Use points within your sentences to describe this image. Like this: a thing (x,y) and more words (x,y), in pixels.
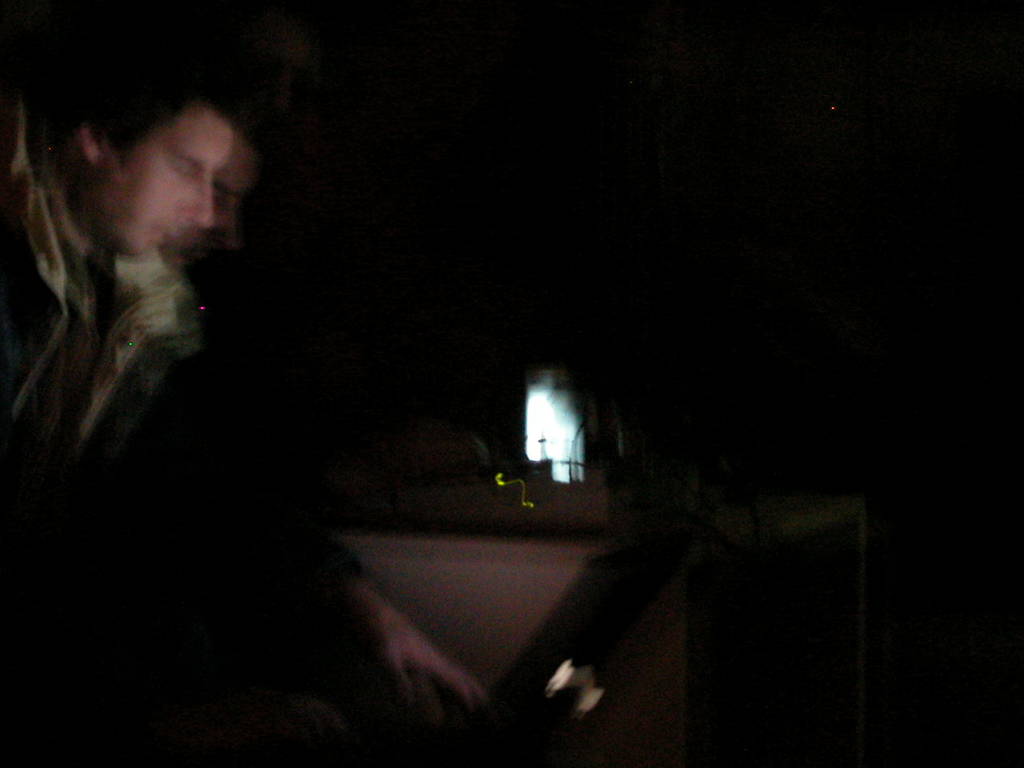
In the foreground of this image (122,359), there is a man (116,243) and a laptop (551,705) in the dark and the remaining objects (531,482) are not clear.
